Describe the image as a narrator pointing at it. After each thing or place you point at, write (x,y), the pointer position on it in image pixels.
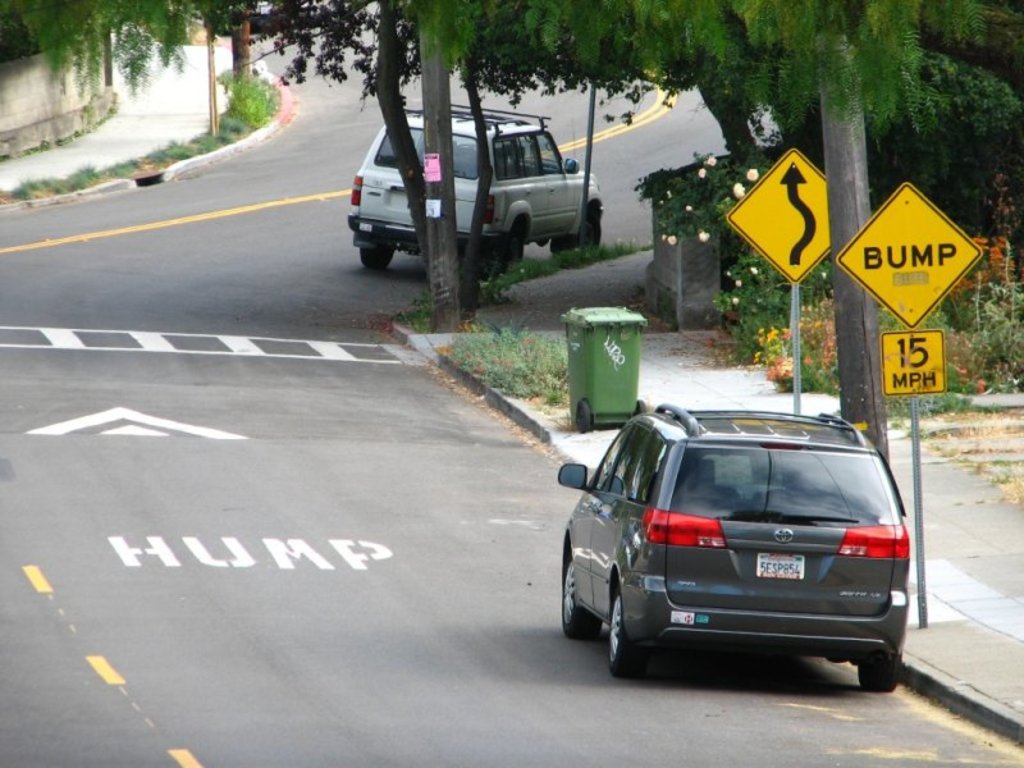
In this image, we can see vehicles (649,563) on the road (285,632). There are tree (671,23) and plants (678,222) in the top right of the image (686,178). There are sign boards (880,250) on the right side of the image (796,239). There is a trash bin (612,423) on the footpath (929,462).
